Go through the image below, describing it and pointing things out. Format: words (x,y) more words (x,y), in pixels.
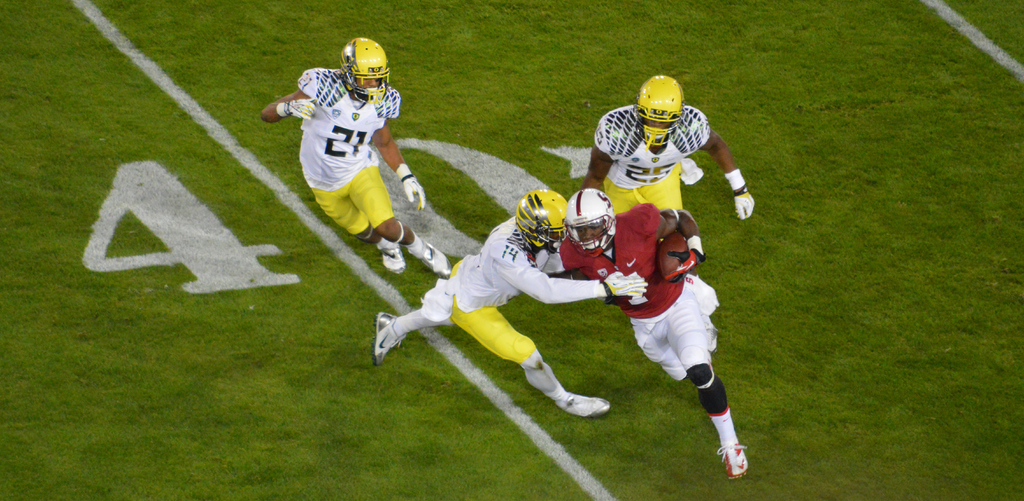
In this image in the center (531,231) there are some people (606,268) who are playing some game, and at the bottom (859,391) there is grass (560,370).
